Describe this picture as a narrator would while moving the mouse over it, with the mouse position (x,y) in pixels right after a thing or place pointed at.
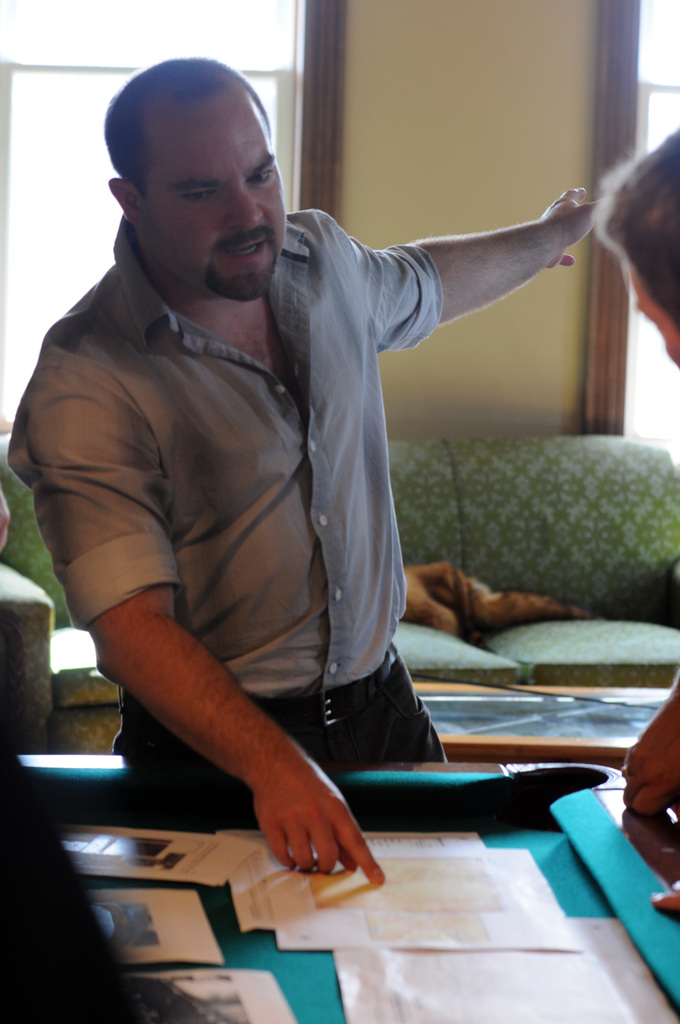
There is a man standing in front of table (488,796) holding paper (547,896) and behind that there is a sofa (651,452).
